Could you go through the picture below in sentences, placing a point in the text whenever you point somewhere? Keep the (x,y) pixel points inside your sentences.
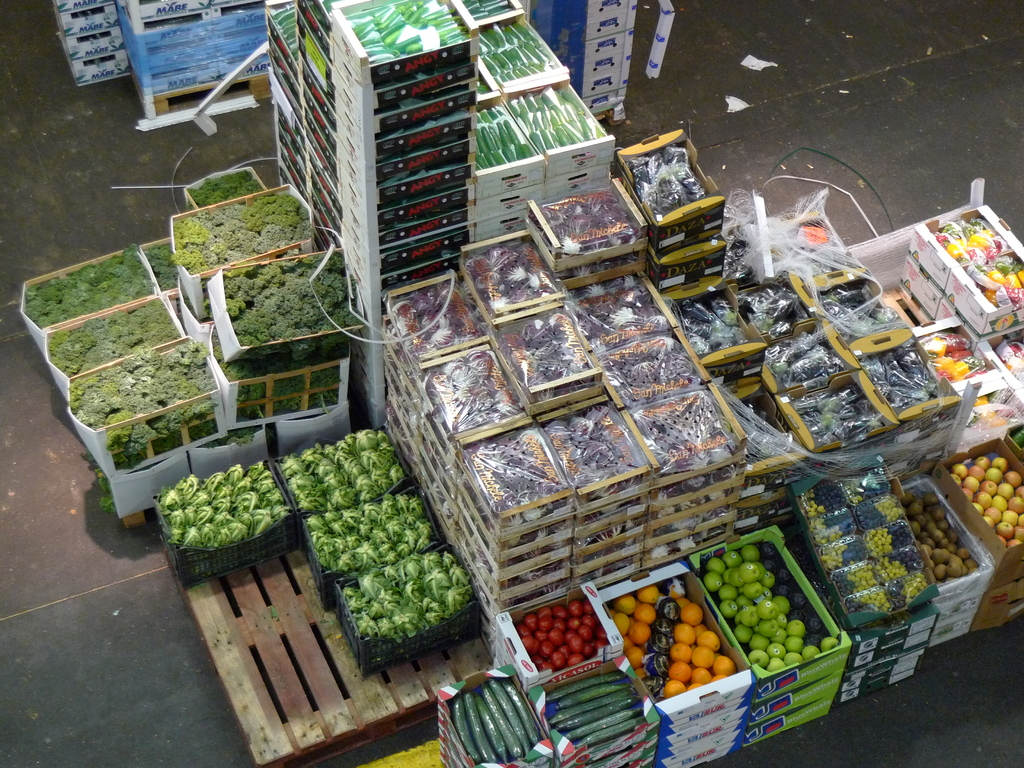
In the center of the image (489,406) we can see baskets (406,388), packets (489,408), boxes (769,497) and a few other objects (774,431). In the baskets (503,363), we can see different types of vegetables (255,524) and fruits (690,657). In the background (602,20) we can see boxes (172,34) and a few other objects (199,51).
